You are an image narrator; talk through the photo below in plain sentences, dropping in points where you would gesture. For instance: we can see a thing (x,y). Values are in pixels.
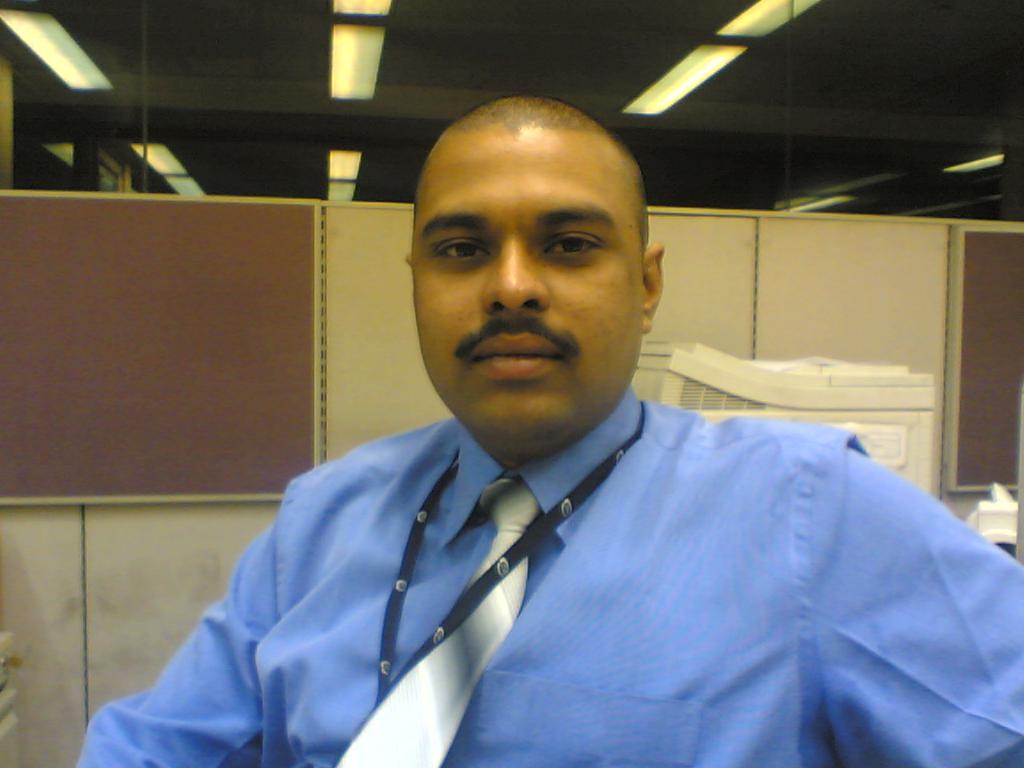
In this image we can see a man (553,549) sitting and in the background (821,409) there is a xerox machine (811,394) and wall (253,323) and there are lights (366,66) to the ceiling (381,63).
